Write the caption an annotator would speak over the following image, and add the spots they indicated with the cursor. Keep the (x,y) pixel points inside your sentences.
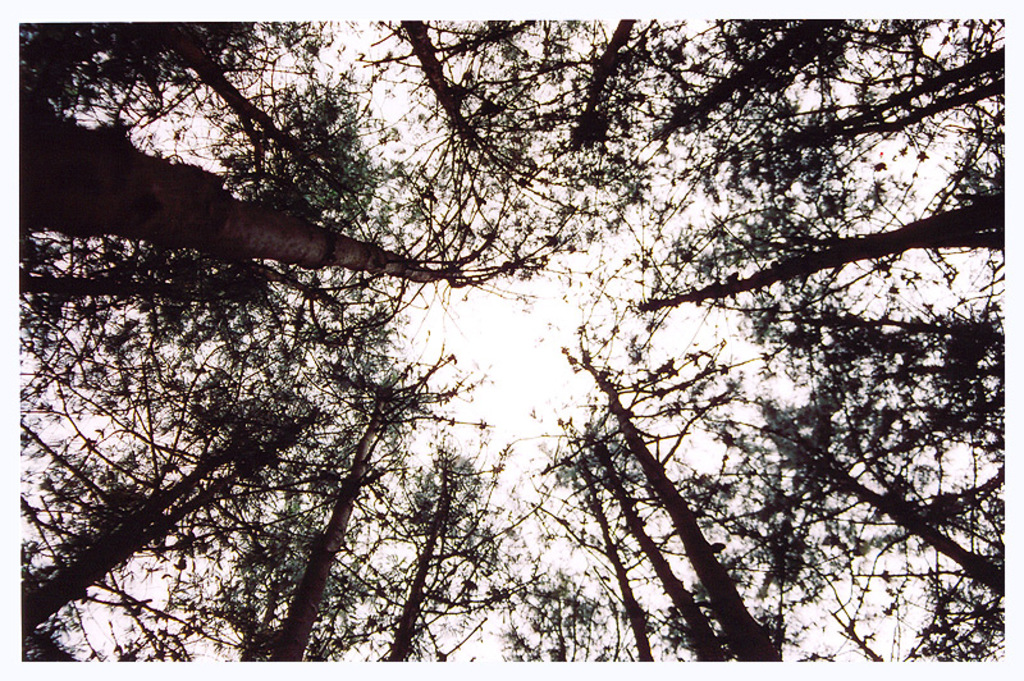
In this picture I can see trees (771,24), and in the background (621,360) there is the sky (408,69).
